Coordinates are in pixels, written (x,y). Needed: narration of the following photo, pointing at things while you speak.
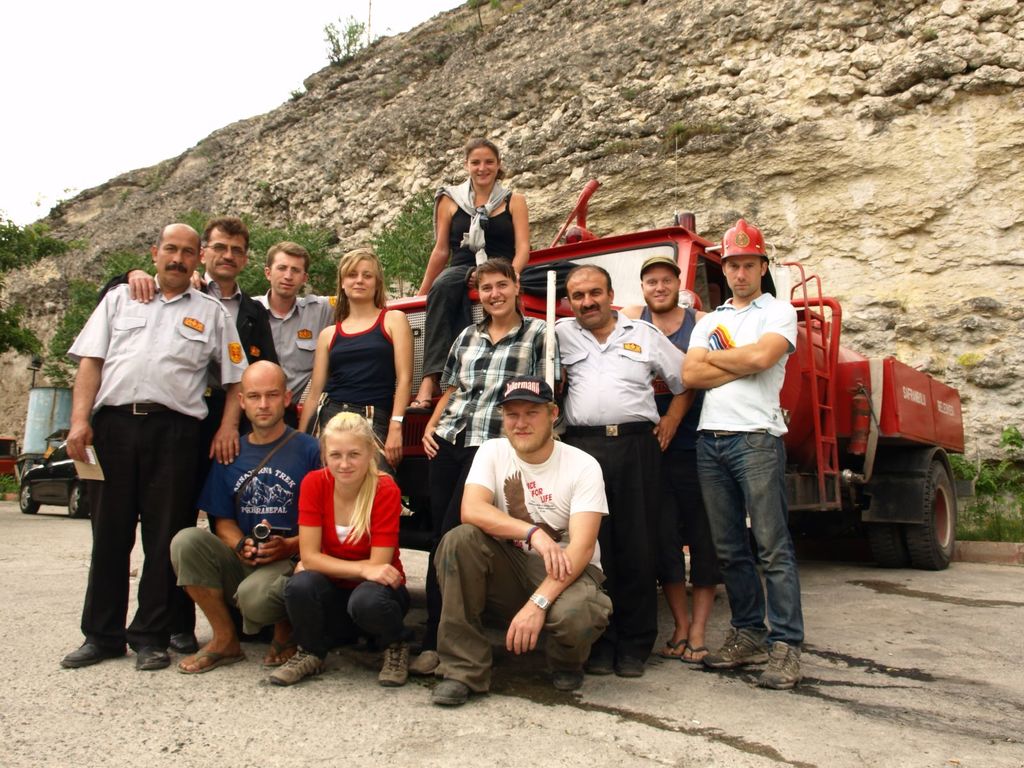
In this picture I can see there is a truck (822,361) and this woman (509,216) is sitting on the truck (417,439), some people (478,328) are standing here and these people (354,492) are sitting in a squatting position. In the backdrop (93,275) there are some trees (118,264), mountain (450,151) and the sky (131,113) is clear.
